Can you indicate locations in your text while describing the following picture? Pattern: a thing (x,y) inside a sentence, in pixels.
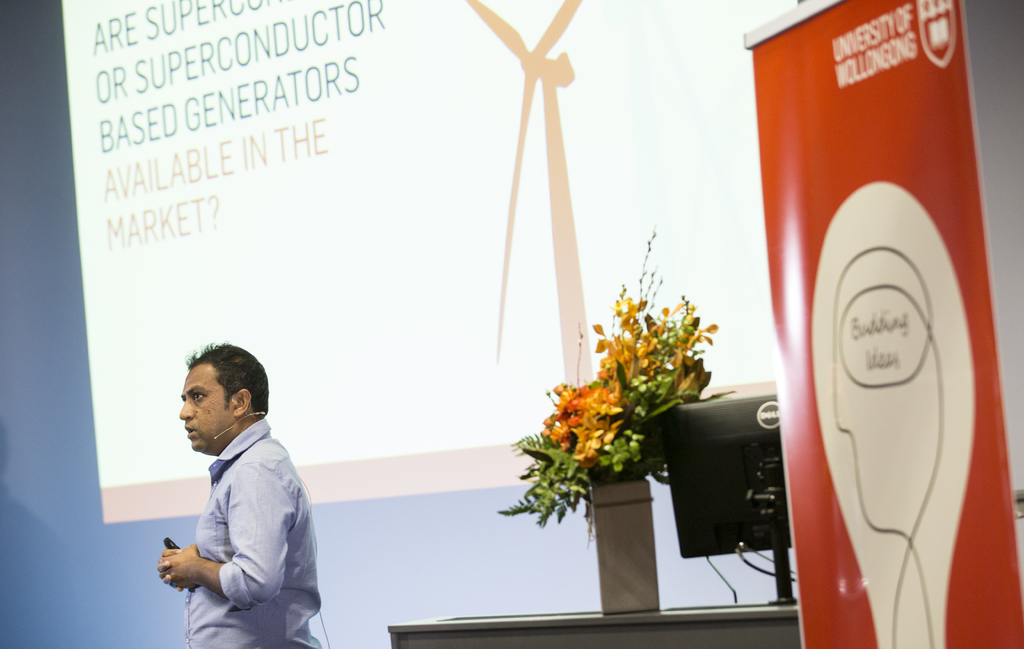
In the image there is man (230,411) in blue shirt (240,476) standing in front of the screen (163,286), on the right side (707,508) there is a table (610,622) with computer (721,542) and flower vase (619,504) on it behind a banner (766,224).
